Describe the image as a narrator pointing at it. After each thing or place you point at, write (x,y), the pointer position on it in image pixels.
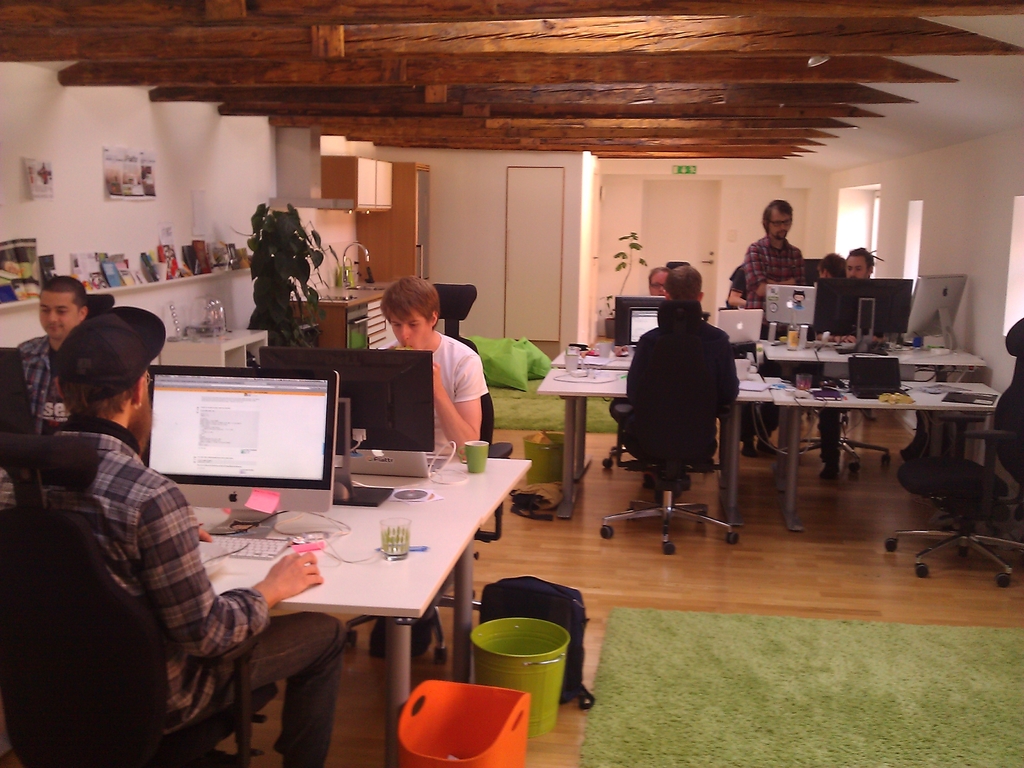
It is a closed room (13,339) where so many people (271,633) are sitting in front of the monitors (268,466). One person (151,488) is wearing a cap (108,373) and there are dustbins (514,700) on the floor (561,730) and the bag (575,669) is also on the floor (591,664), we are having one carpet (847,711) and there are number of shelves (167,285) where we have books (133,279) in them and one sink (366,287) is also there, there are plants (291,296) in the room (585,320) and the door (659,264) is behind the people (663,276) and one person (758,260) is standing.
